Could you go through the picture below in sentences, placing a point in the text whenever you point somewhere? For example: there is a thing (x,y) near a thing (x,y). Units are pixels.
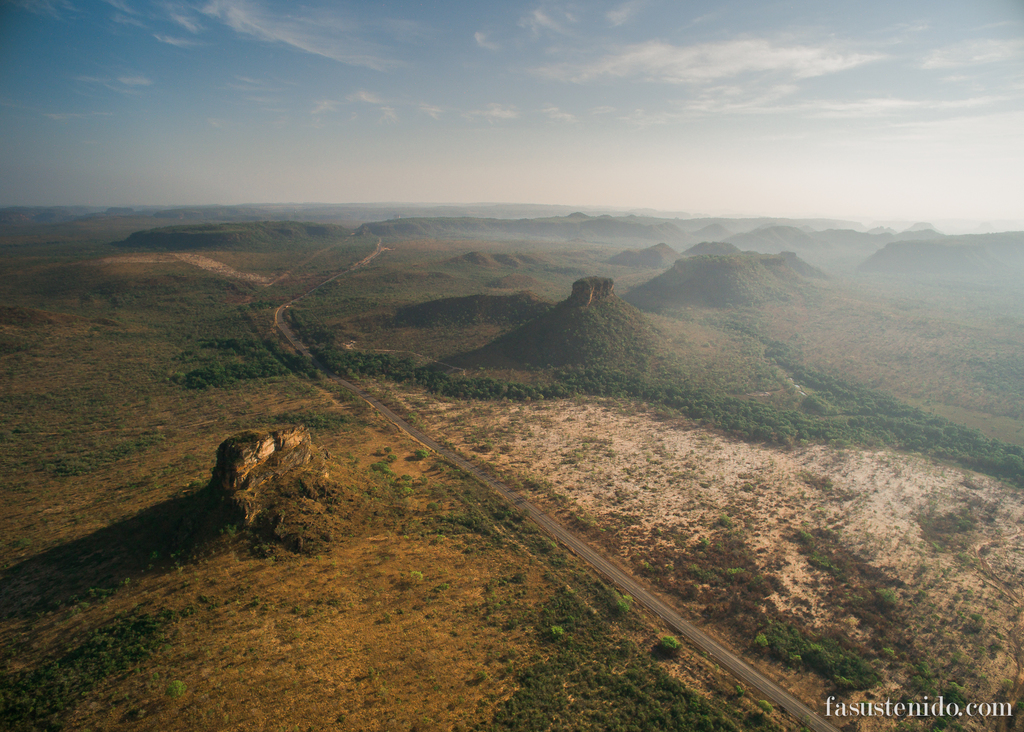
In the center of the image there is a road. At the bottom of the image (434,706) there is grass (41,475) on the surface (342,390). There are rocks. In the background of the image (554,221) there are mountains (544,212) and sky (618,86). There is some text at the bottom of the image (901,698).
